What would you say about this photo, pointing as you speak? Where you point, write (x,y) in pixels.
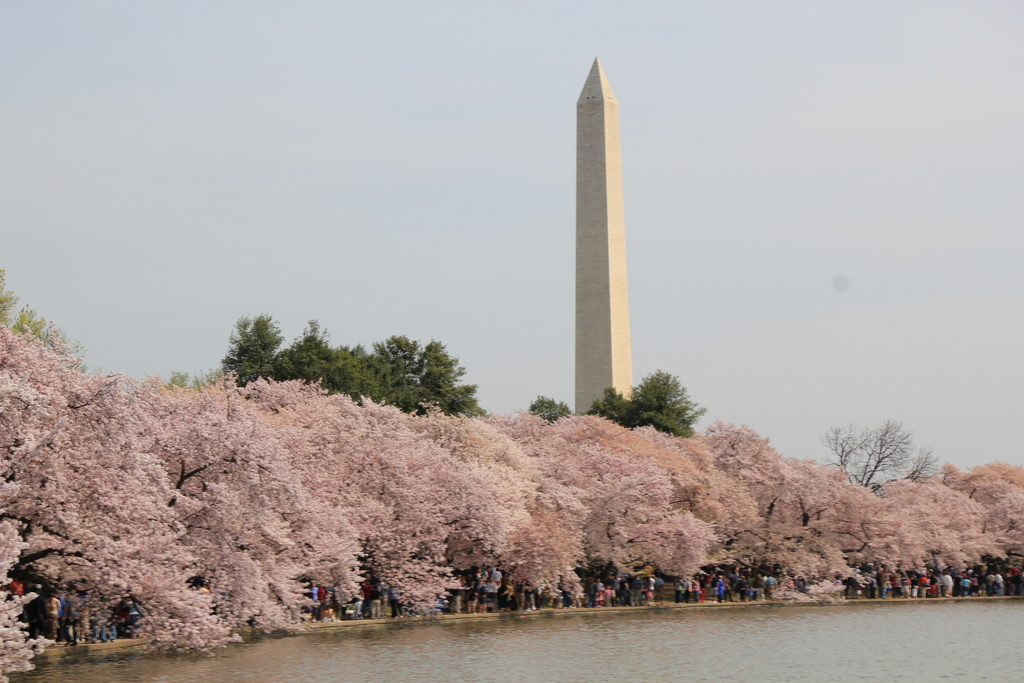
There is a crowd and a surface of water (613,641) at the bottom of this image (781,653), and there are some trees (455,524) in the background (499,498). We can see there is a tower (600,276) in the middle of this image (593,247), and there is a sky (540,220) at the top of this image (652,164).
